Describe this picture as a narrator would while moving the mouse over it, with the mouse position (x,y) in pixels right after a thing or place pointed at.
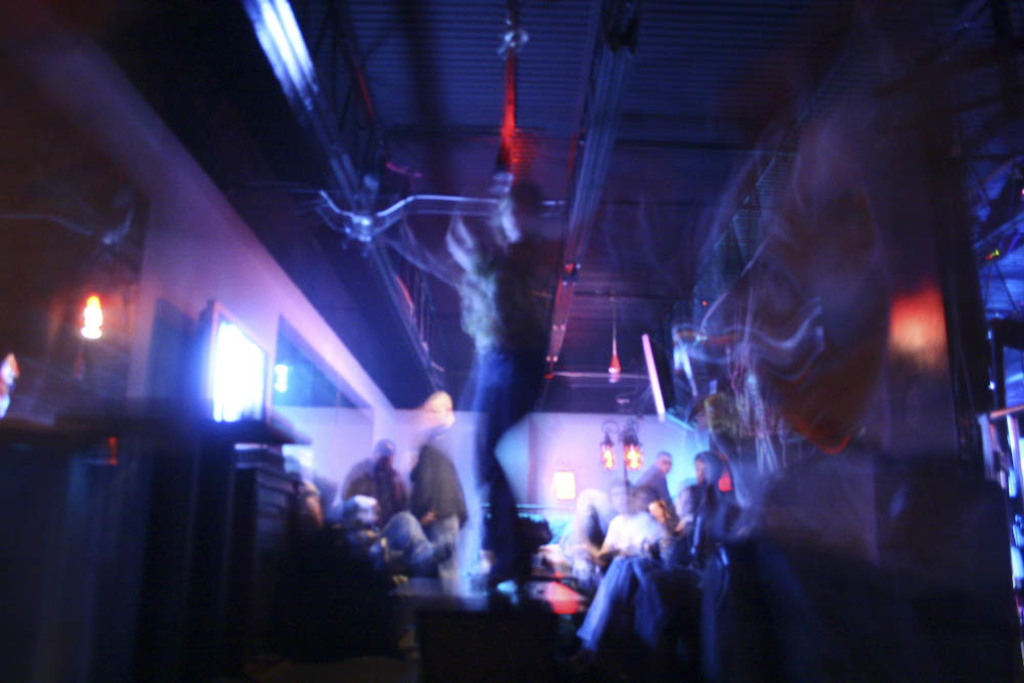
In this image I can see a person (488,289) standing in the center (476,283). Other people (385,533) are present and there are screens (228,403) on the either sides. This is a blurred image.
